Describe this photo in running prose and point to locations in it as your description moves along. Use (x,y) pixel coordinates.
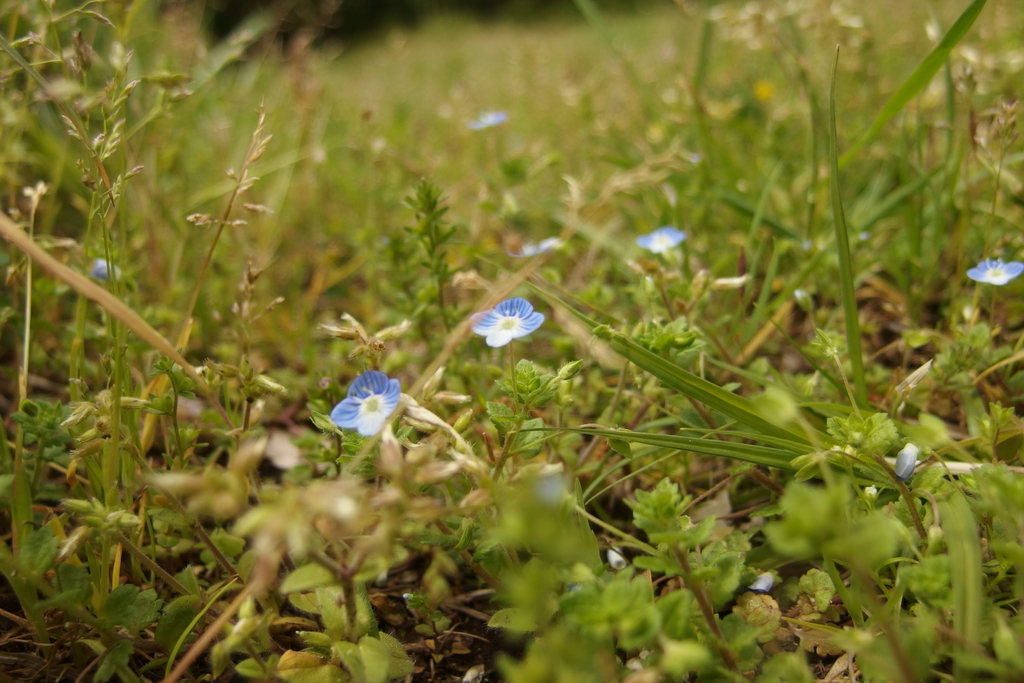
In this image we can see there are many plants (692,293), there are purple flowers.
